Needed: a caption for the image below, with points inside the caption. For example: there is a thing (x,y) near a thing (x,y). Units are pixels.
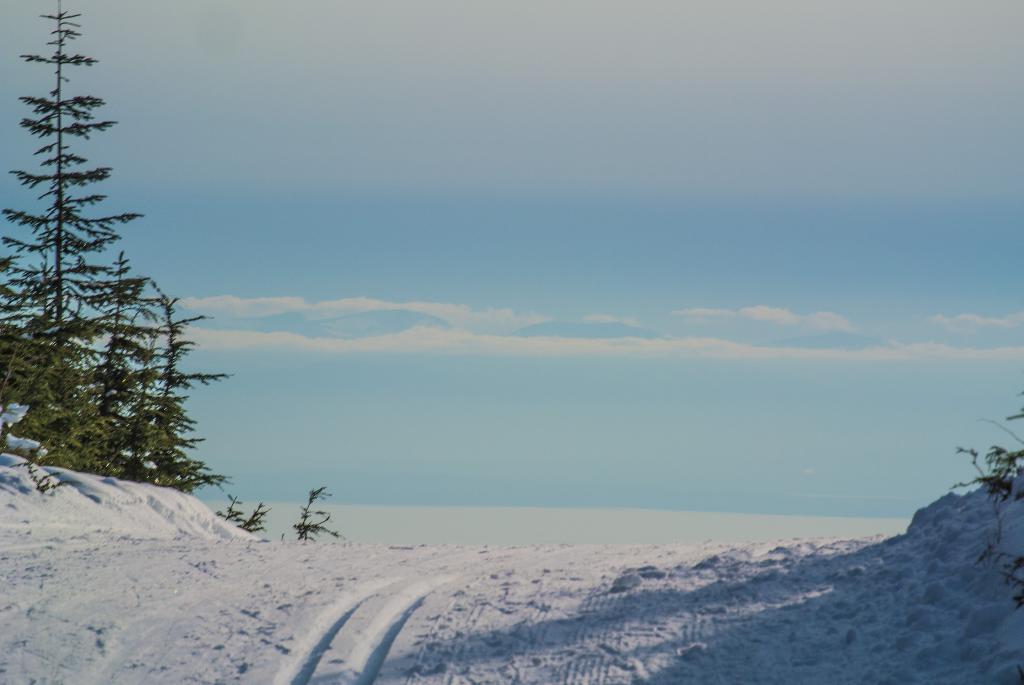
As we can see in the image there is snow (606,623), trees (158,449), sky (382,266) and clouds (454,306).
